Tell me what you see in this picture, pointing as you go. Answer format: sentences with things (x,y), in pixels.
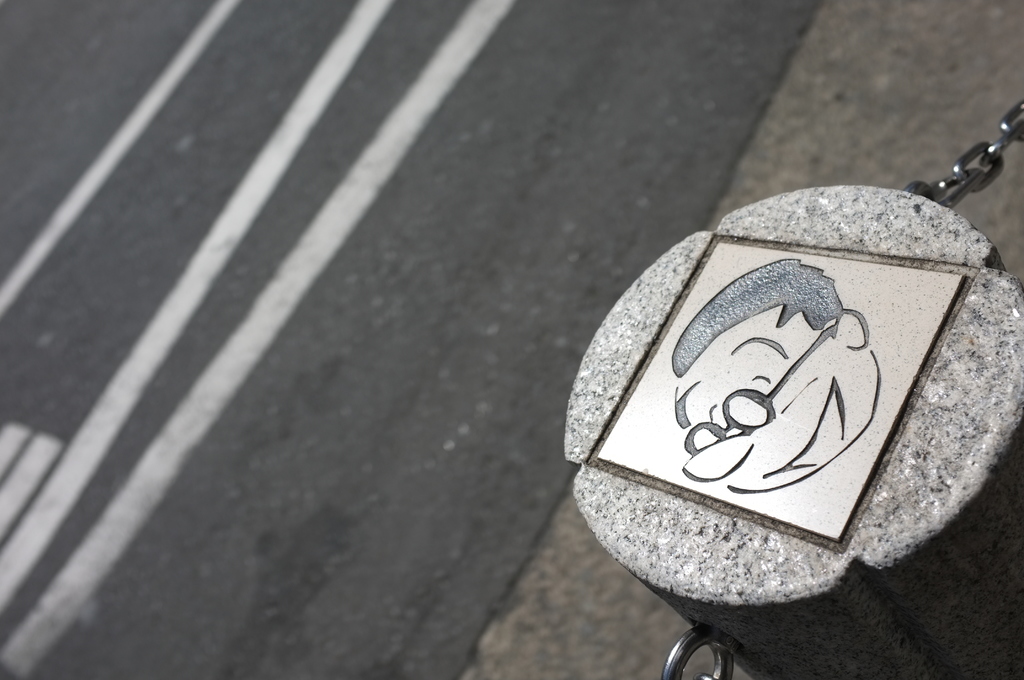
In this image, we can see a stone (755,370) with an image (687,399). We can see some chains (676,642) and the ground (405,302).
